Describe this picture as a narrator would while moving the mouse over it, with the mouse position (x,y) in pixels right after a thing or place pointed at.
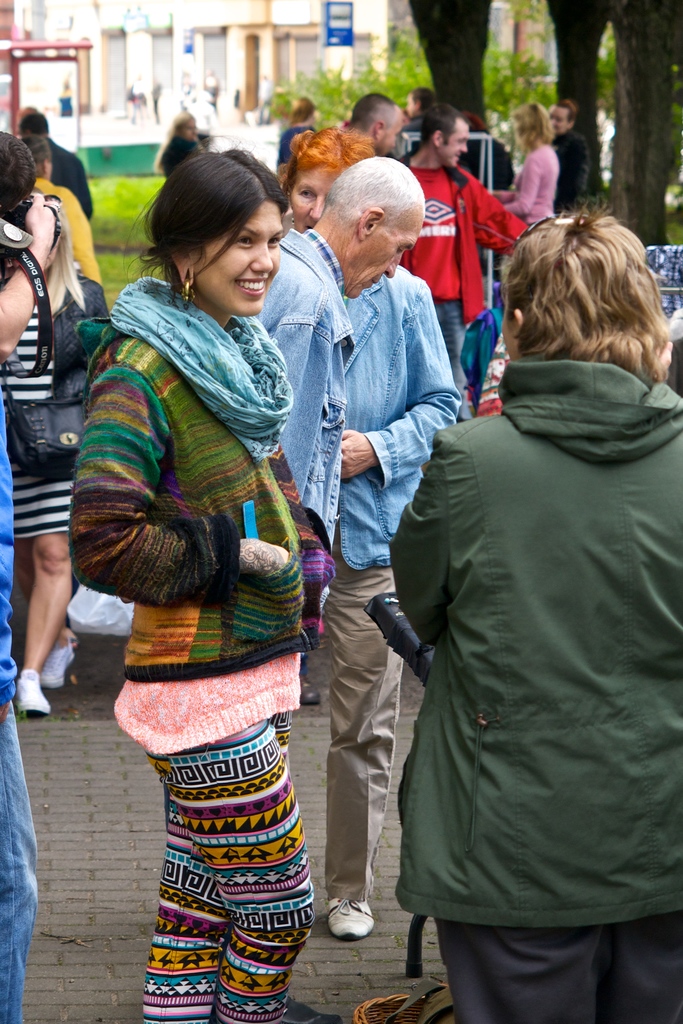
In this image there are a group of people (324,257) who are standing and in the background (308,28) there are some buildings (146,49) trees (297,82) and some persons (305,115) are walking and also there are some objects (68,140), at the bottom (108,855) there is a walkway (120,931).
